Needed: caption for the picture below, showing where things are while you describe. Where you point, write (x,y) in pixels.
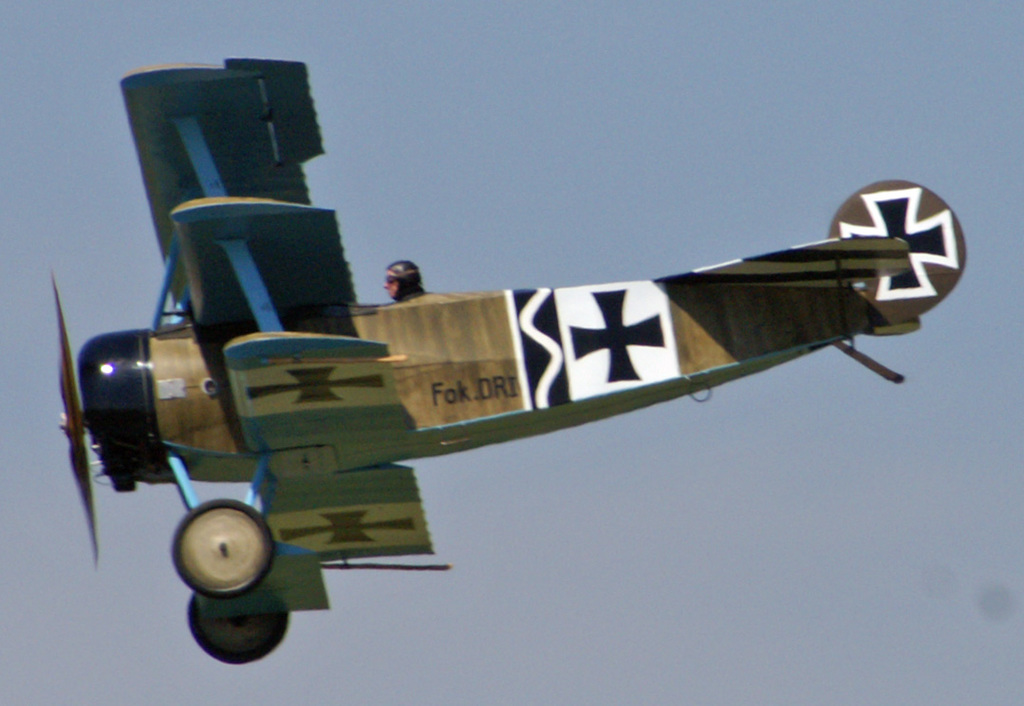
In this image there is a plane (461,403) is in the air (432,491) as we can see in middle of this image (443,370) and there is one person (406,290) sitting in this plane (370,390) and there is a sky (504,135) in the background (504,223).
